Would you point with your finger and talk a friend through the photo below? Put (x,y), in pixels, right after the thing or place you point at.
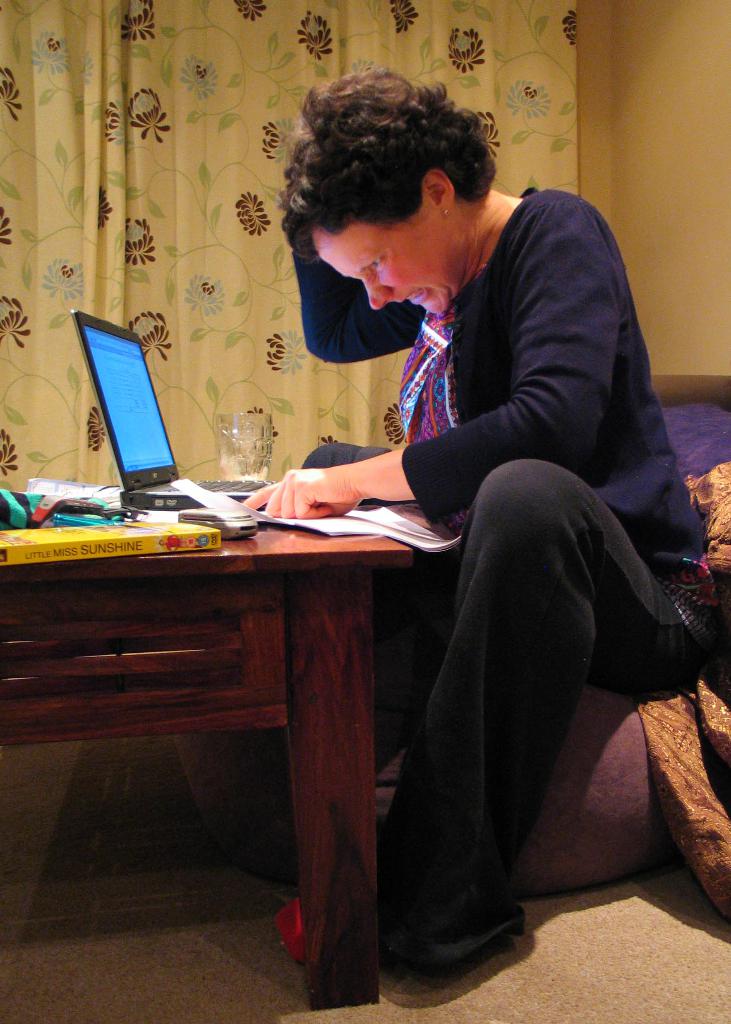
In this picture we can see woman (552,351) sitting on bean bag (601,699) and in front of her there is table (222,546) and on table (241,560) we can see book (148,524), mobile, laptop (141,483), glass (245,420), papers (55,486) and in background (205,214) we can see curtain (196,87).
